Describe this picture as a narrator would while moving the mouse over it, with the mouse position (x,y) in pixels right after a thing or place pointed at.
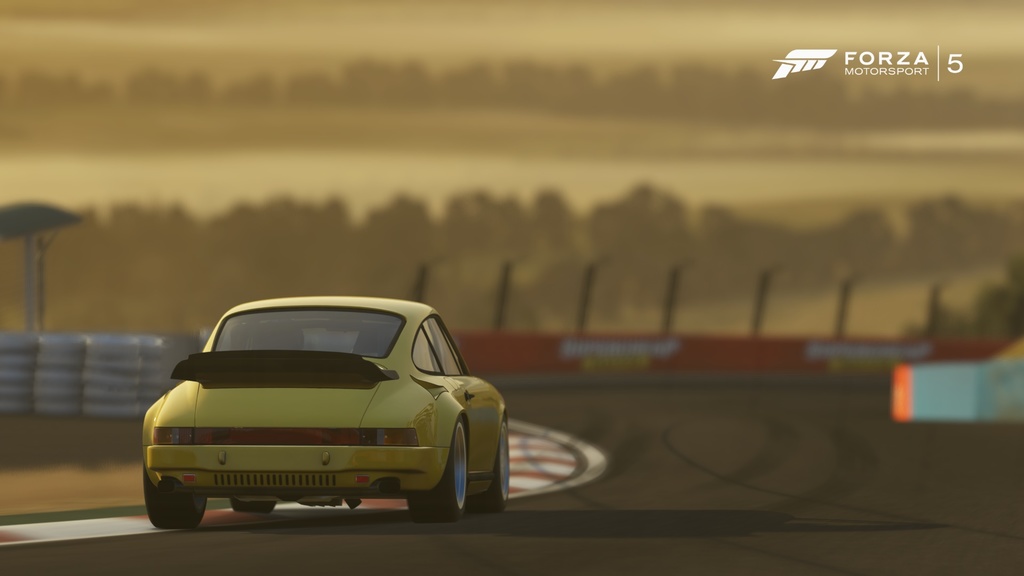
In this picture I can observe a car (410,426) moving on the road (609,544). In the top right side (955,64) I can observe text (873,59). The background (801,39) is blurred.
